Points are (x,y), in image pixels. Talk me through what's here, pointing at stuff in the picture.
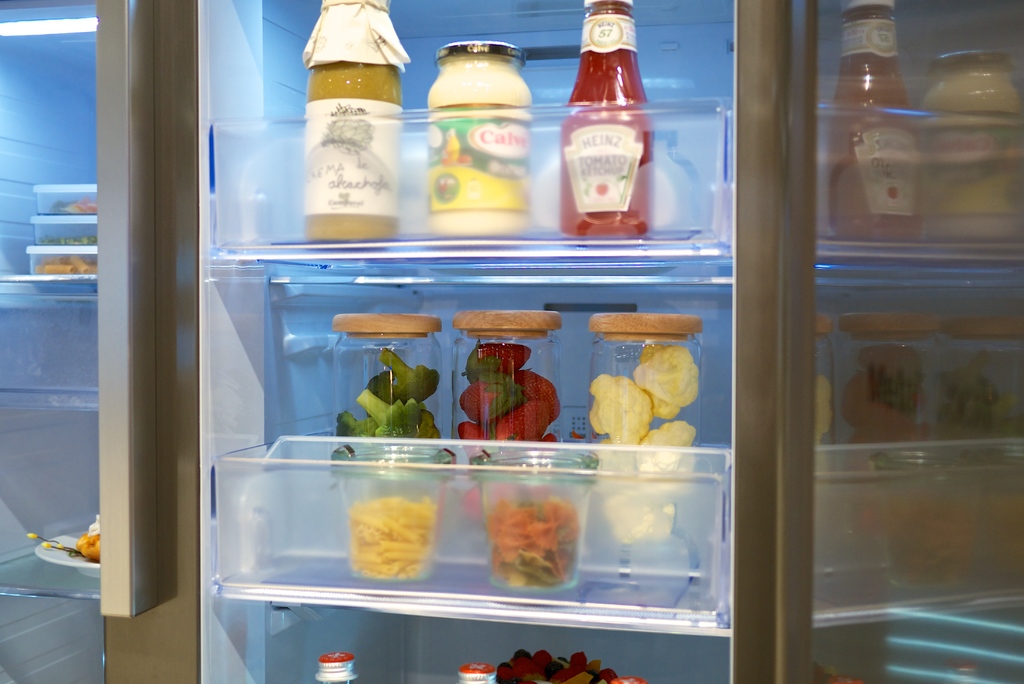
there is a picture of a refrigerator (306,418) in which there are many bottles (642,353) with the food items (616,172).
